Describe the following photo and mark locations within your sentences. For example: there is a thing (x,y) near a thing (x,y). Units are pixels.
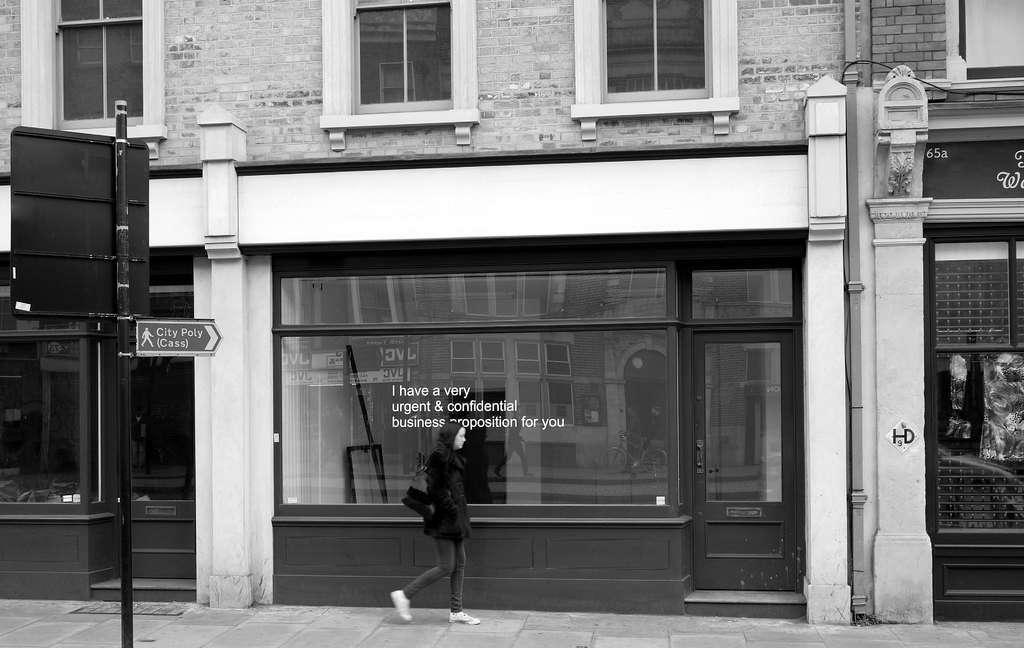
This is a black and white pic. On the left side (57,303) we can see boards (131,298) on a pole (121,401). In the background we can see a woman (453,584) is walking on the surface (419,614), buildings (393,209), windows (62,42), doors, glasses (498,493), texts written on the glass (583,402) and there is a hoarding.
